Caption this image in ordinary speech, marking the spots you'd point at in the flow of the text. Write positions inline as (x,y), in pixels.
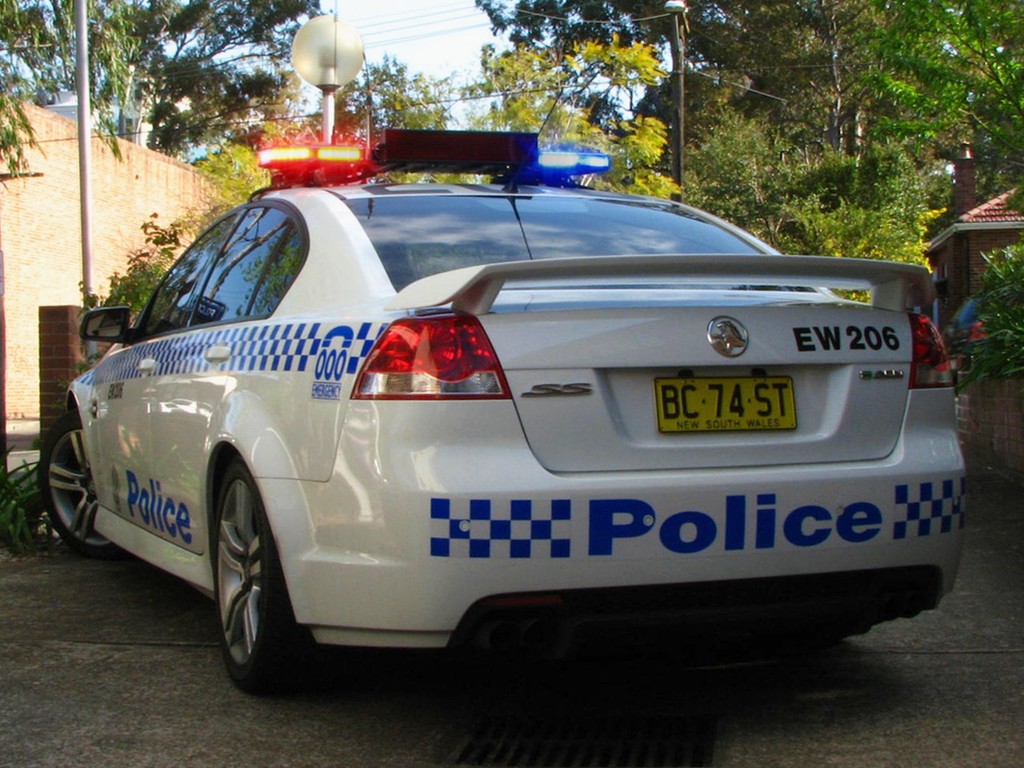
In the image we can see the police car (433,414) and trees (816,75). We can even see light poles (328,52), electric wires (475,13), road (102,677) and the sky (354,13). It looks like a building (78,168).
